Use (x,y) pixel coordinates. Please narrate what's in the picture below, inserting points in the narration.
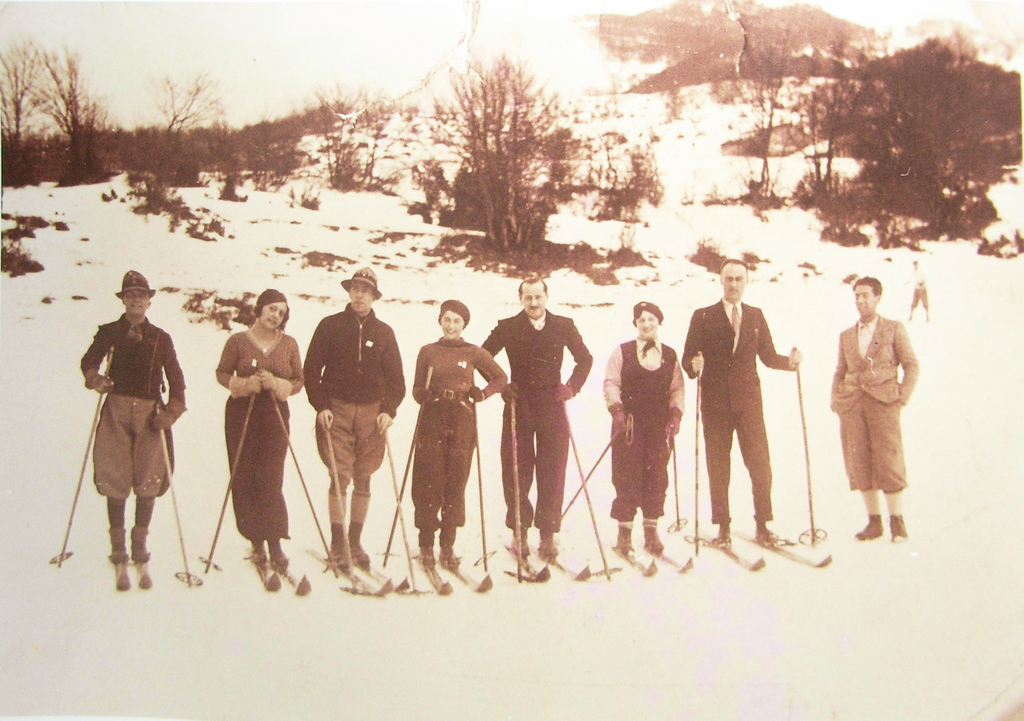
In this picture there are few persons (364,554) wearing skis (419,565) and holding two sticks (227,487) in their hands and there are two persons (911,351) standing in snow (924,349) in the right corner (901,342) and there are trees (558,150) in the background (568,137).
